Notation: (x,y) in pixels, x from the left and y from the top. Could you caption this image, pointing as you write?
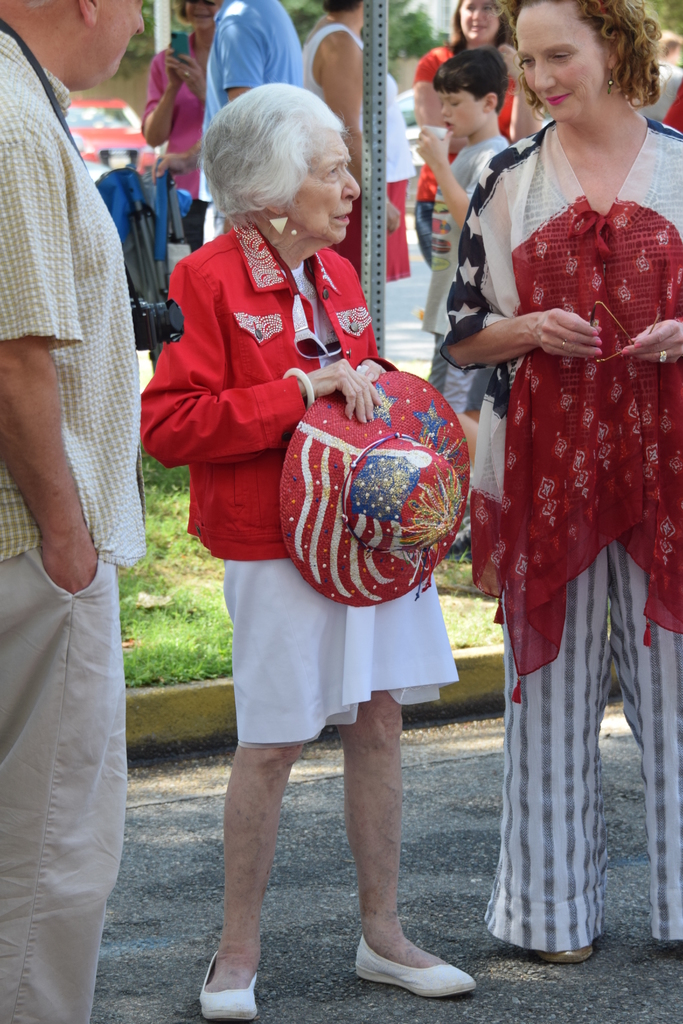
In this image there are people (498,145), grass (161,494), vehicle (108,125) and objects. One person (305,199) is holding a hat (317,419). A boy (473,70) is holding a cup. Another person (192,88) is holding a mobile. A woman (633,218) is holding goggles (592,313).
